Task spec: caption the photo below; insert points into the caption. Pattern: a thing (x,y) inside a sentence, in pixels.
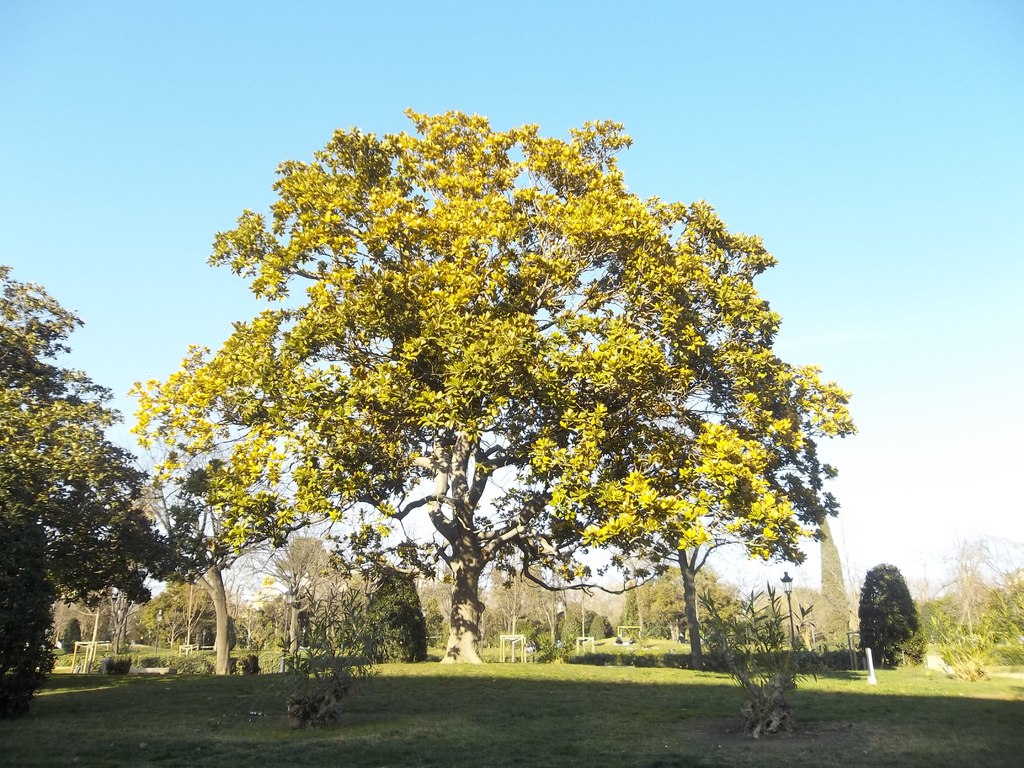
In this picture there is grassland (904,693) at the bottom side of the image (943,688) and there are trees (463,430) in the center of the image (496,477) and there is sky (315,125) at the top side of the image (885,217).
